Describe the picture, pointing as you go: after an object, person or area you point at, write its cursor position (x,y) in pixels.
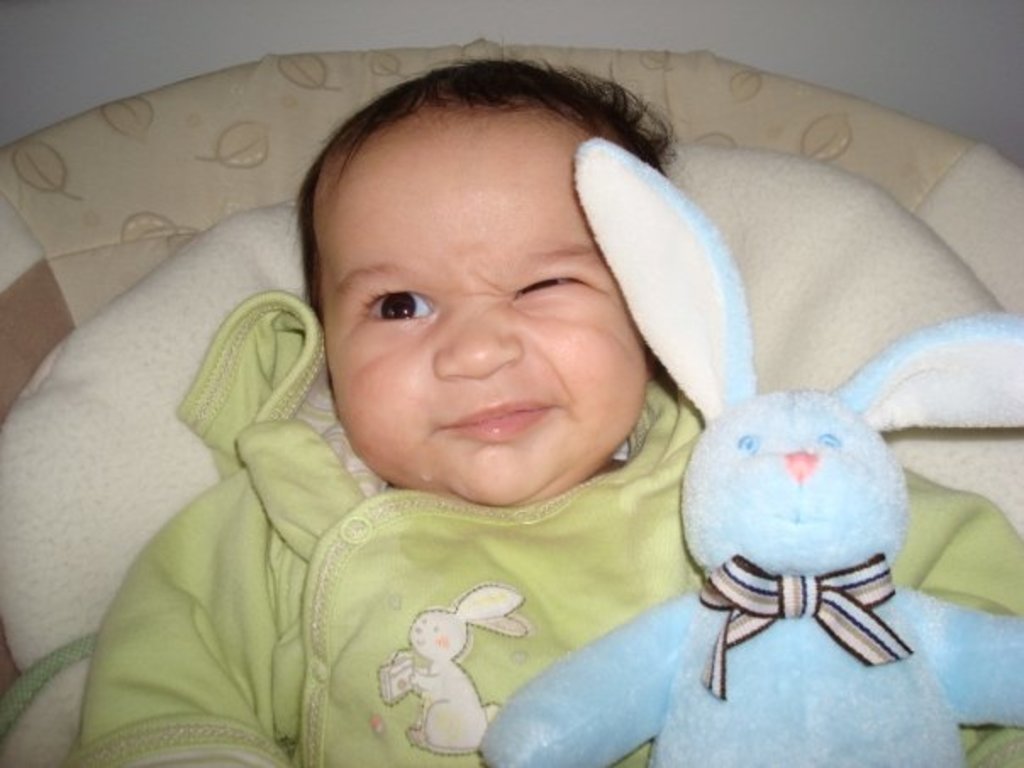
In this picture we can see a baby (575,401) laying here, there is a toy bunny (771,679) here, in the background (825,42) there is a wall (839,42).
